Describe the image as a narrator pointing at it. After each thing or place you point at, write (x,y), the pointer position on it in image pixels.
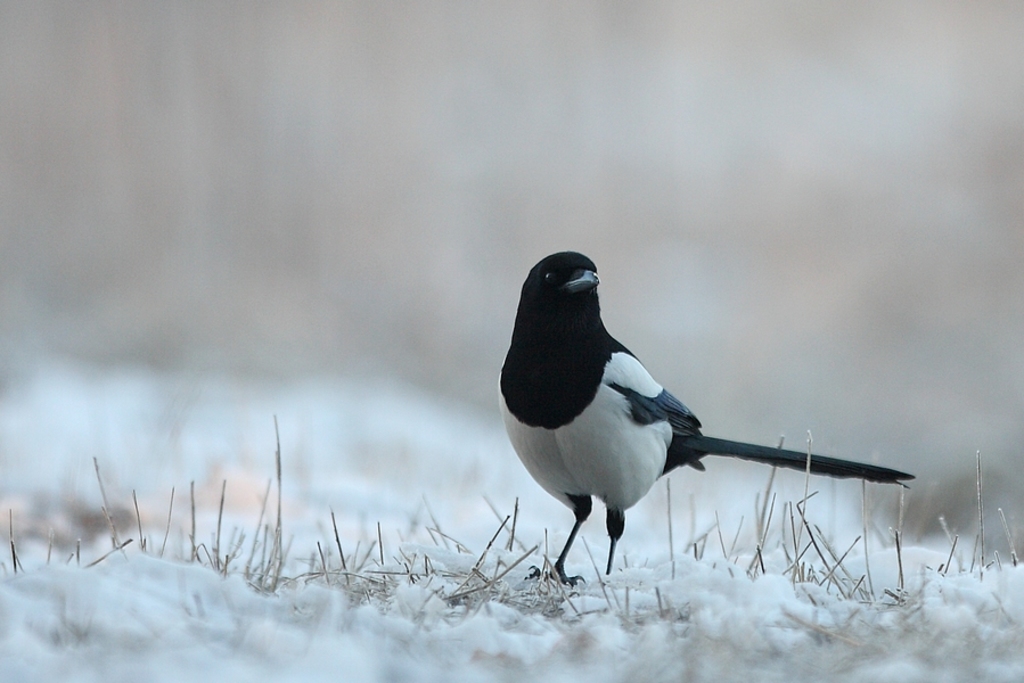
In this image there is a bird (616,524) standing on the land (712,551) which is covered with the snow (714,573). There is some grass (506,549) on the land (634,549). Background (928,138) is blurry.
